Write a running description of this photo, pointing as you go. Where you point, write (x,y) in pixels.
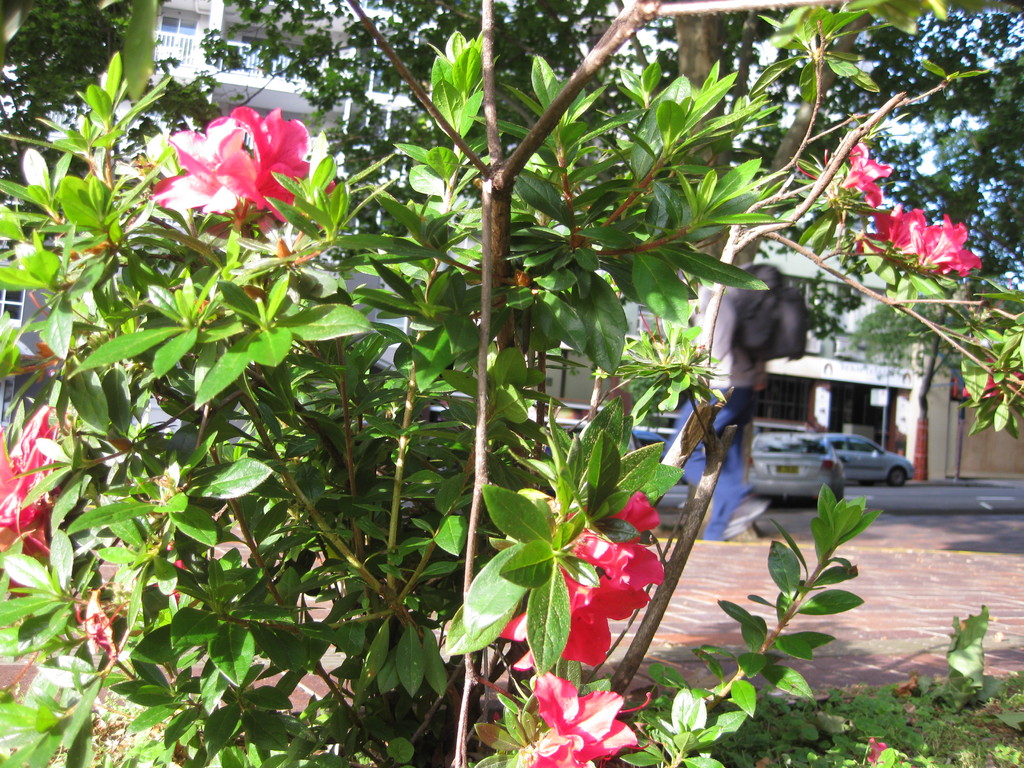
In this image in the front (323,430) there is a plant (413,383) with flowers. In the background (798,463) there are cars (843,475) and there are buildings (778,411).
